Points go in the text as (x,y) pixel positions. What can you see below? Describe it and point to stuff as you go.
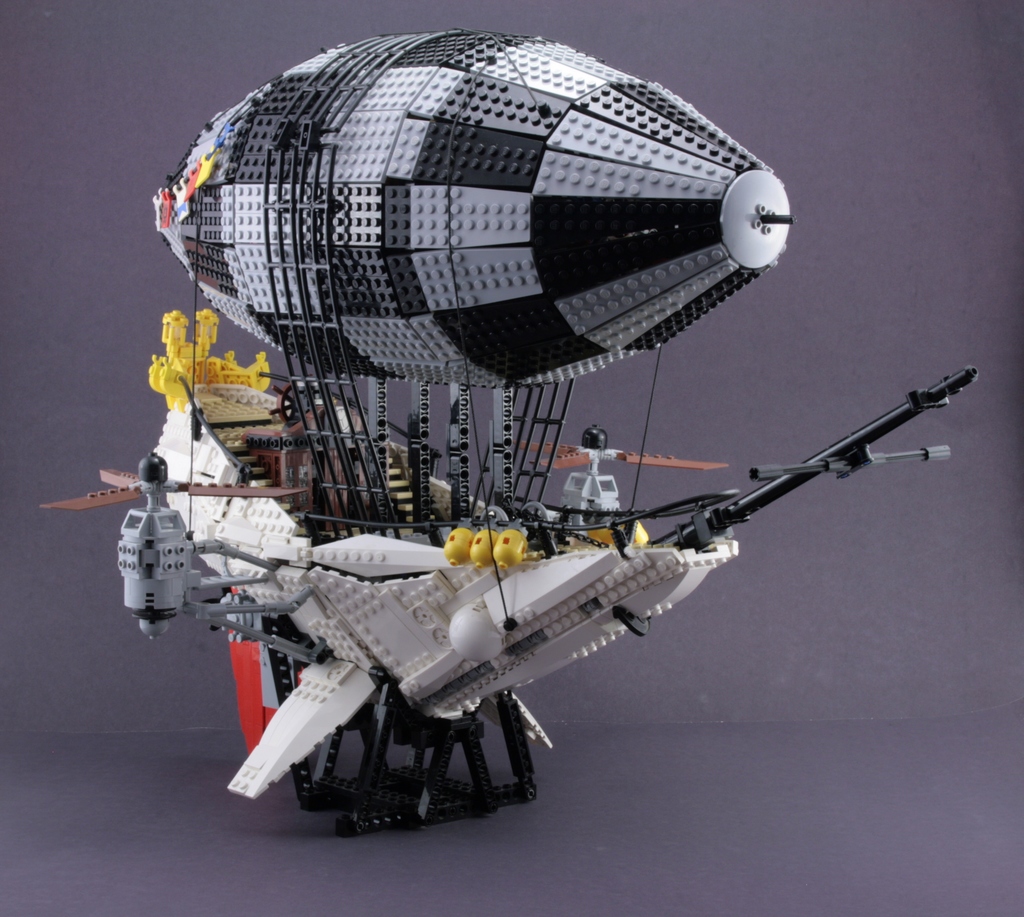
In this picture I can see the violet color surface (100,745) on which there is a Lego toy (303,281), which is of white, grey, black, red, brown and yellow in color.
